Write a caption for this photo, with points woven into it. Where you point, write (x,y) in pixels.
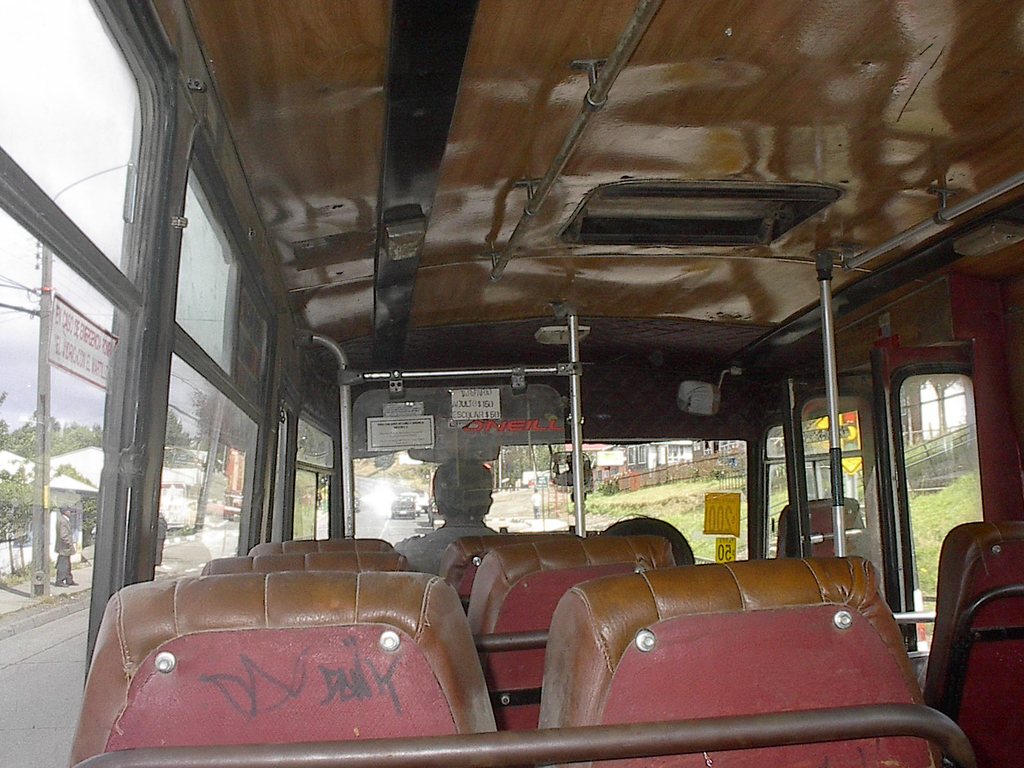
In this picture we can see vehicles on the road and a person (440,508) sitting in a bus (740,580). In the background (52,516) we can see a person (65,509) standing on the footpath (61,588), grass (966,498), poles (40,426), buildings (21,466), trees (80,439), some objects (709,470) and the sky (36,132).
